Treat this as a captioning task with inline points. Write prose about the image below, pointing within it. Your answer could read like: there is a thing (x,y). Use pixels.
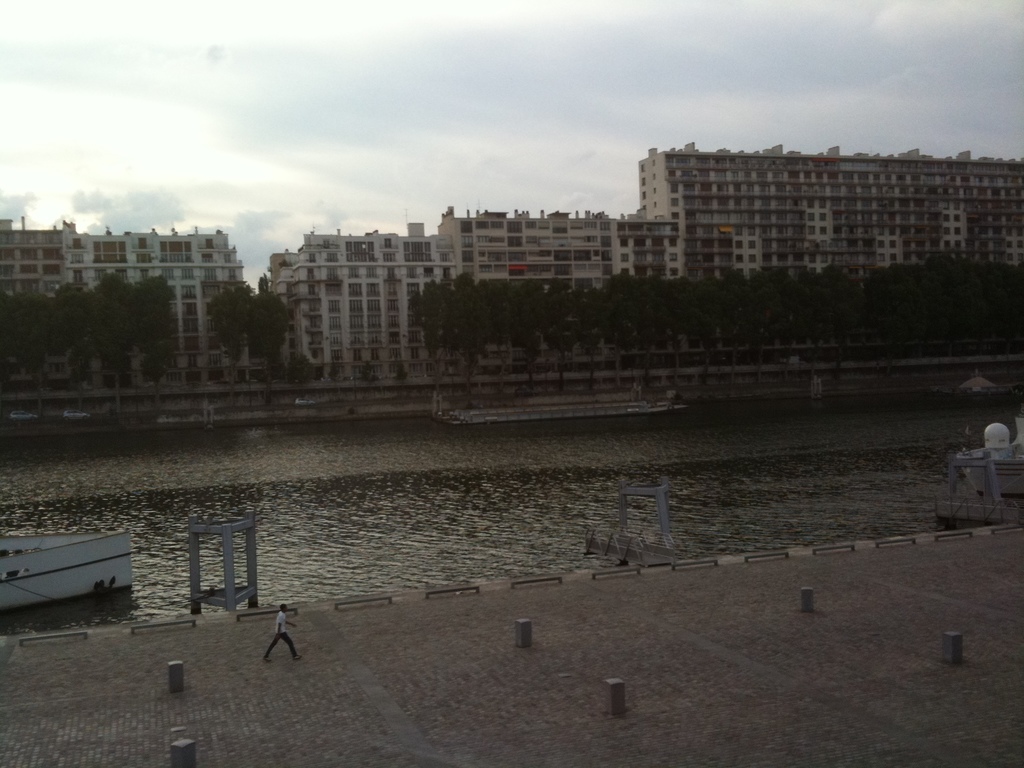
In this picture I can see some boats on the water surface (381,507), side we can see a person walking on the road (799,670), to the other side we can see some building (657,272), trees (808,337).
